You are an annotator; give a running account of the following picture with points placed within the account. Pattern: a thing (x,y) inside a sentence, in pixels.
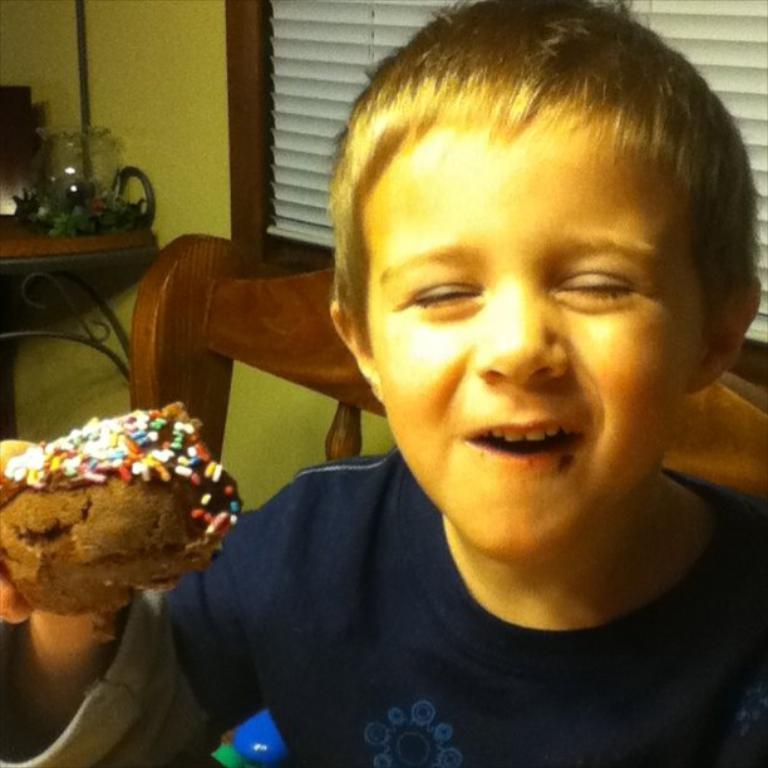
In this picture we can see a boy (371,611), he is smiling and he is holding a cake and in the background (274,416) we can see a chair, wall (281,399), curtain (296,5) and some objects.
